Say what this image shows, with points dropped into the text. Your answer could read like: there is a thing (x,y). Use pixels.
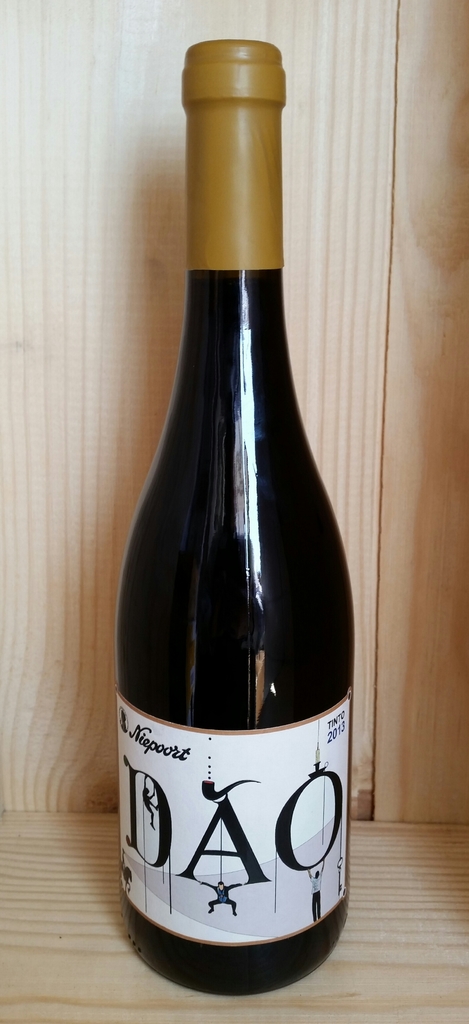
In this image I can see the cream colored surface (59,861) and the cream colored wall (64,353) and I can see a bottle (187,524) which is black and brown in color and I can see a sticker (251,754) which is white and black in color is attached to the bottle (246,787).
